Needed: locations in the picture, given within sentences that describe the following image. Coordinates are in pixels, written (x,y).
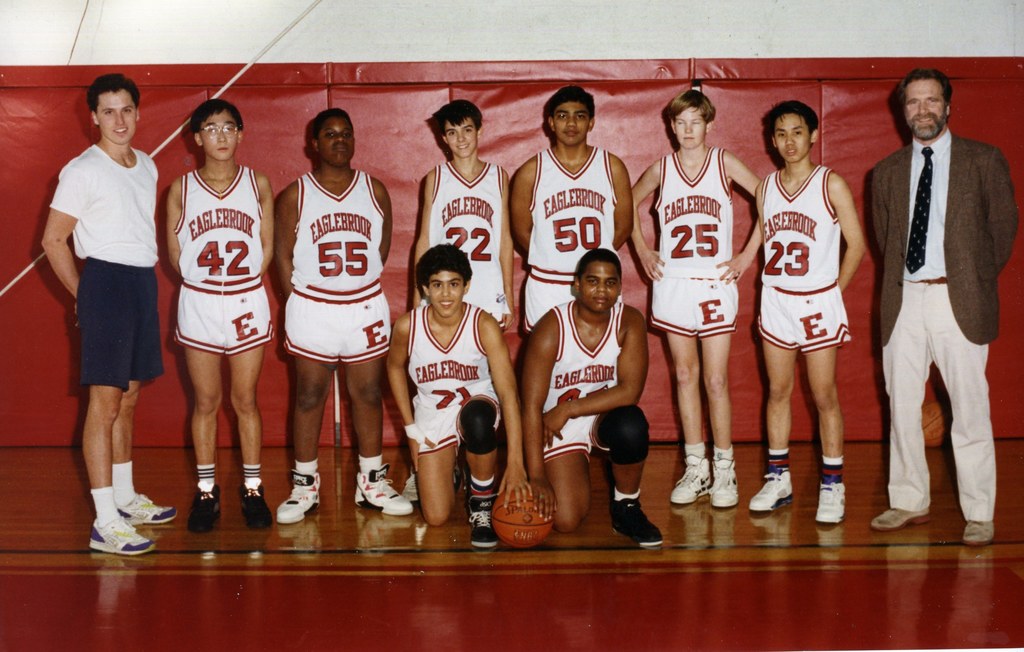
This picture describes about group of people (635,319), in front of them we can see a ball (536,518), behind them we can find a rope (252,63).
